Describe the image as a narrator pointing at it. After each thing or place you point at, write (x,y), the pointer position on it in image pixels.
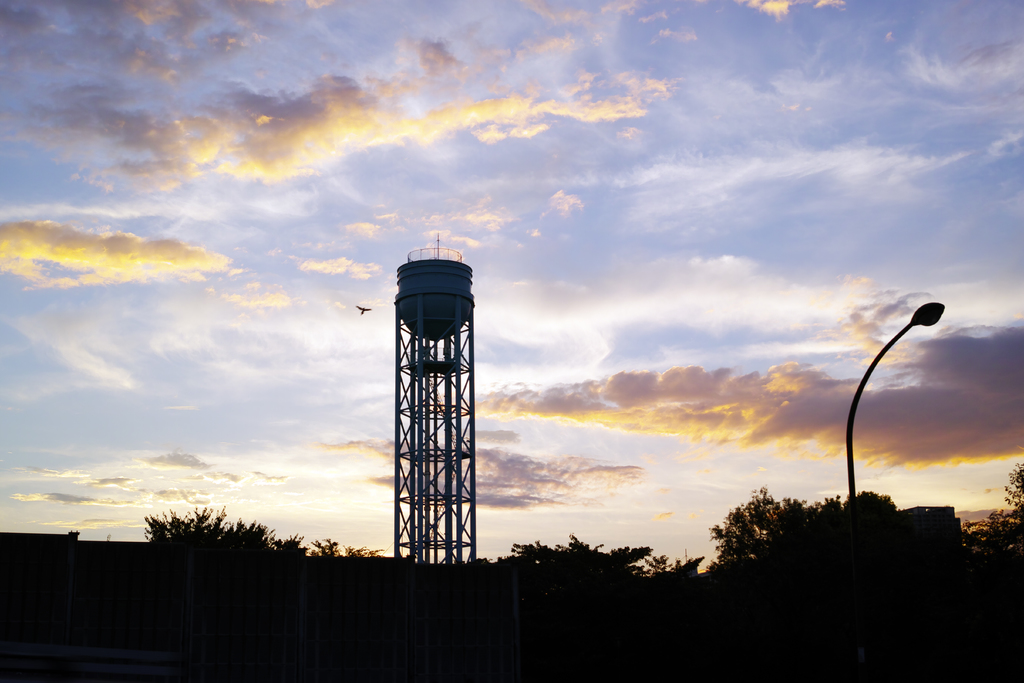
In this picture we can see some trees (721,614), on the right side (858,609) there is a pole (849,438) and a light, we can see a water tank tower (425,295) and a bird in the middle (431,308), there is the sky (575,443) and clouds (363,321) at the top of the picture (477,84).
